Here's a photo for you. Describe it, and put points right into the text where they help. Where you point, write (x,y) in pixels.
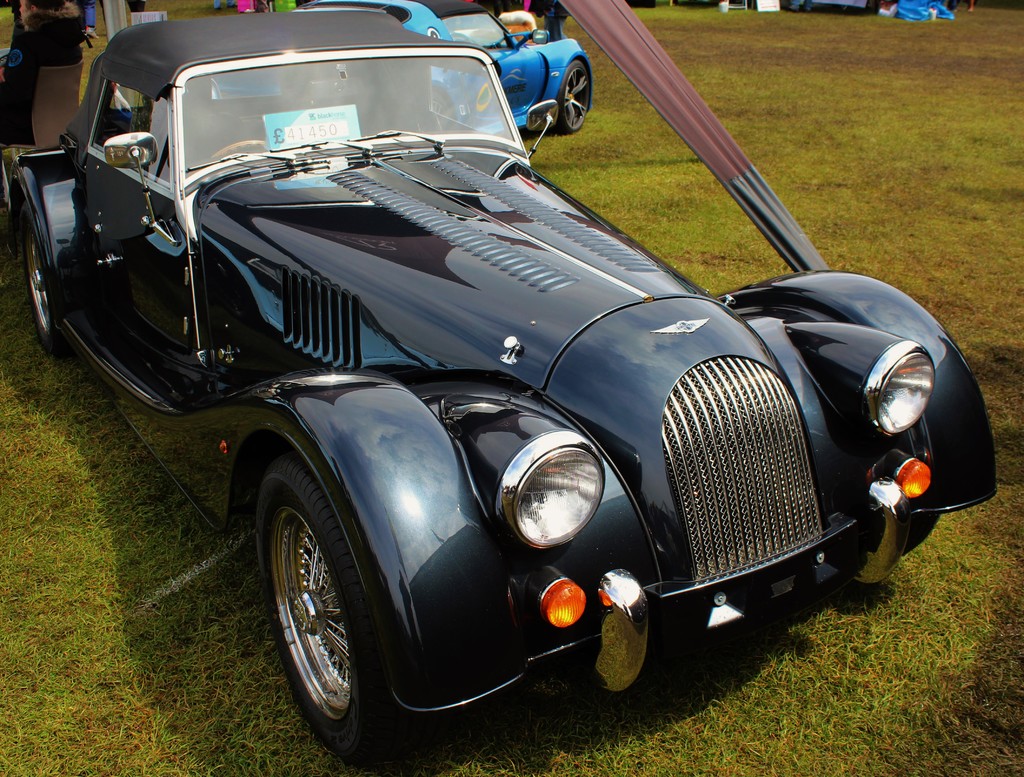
In this image we can see the cars (487,479). And at the bottom (43,631) we can see the grass (679,154). And some other cars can be seen.
